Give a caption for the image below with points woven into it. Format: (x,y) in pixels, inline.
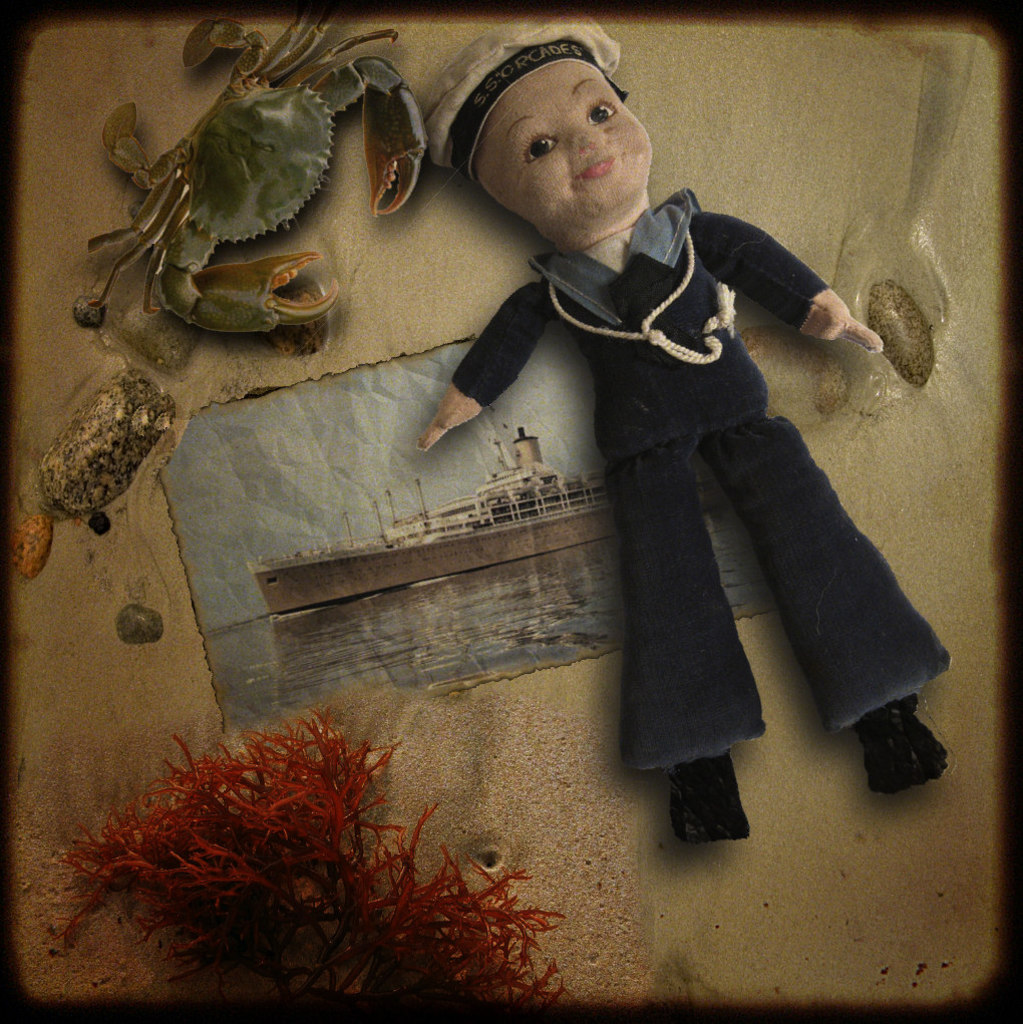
In this image we can see a toy (635,465) and a depiction (196,309) of a crab (128,148) and a poster (461,479) with a ship (495,472) and water (389,606). At the bottom of the image (282,858) there is a red color plant (286,885).
